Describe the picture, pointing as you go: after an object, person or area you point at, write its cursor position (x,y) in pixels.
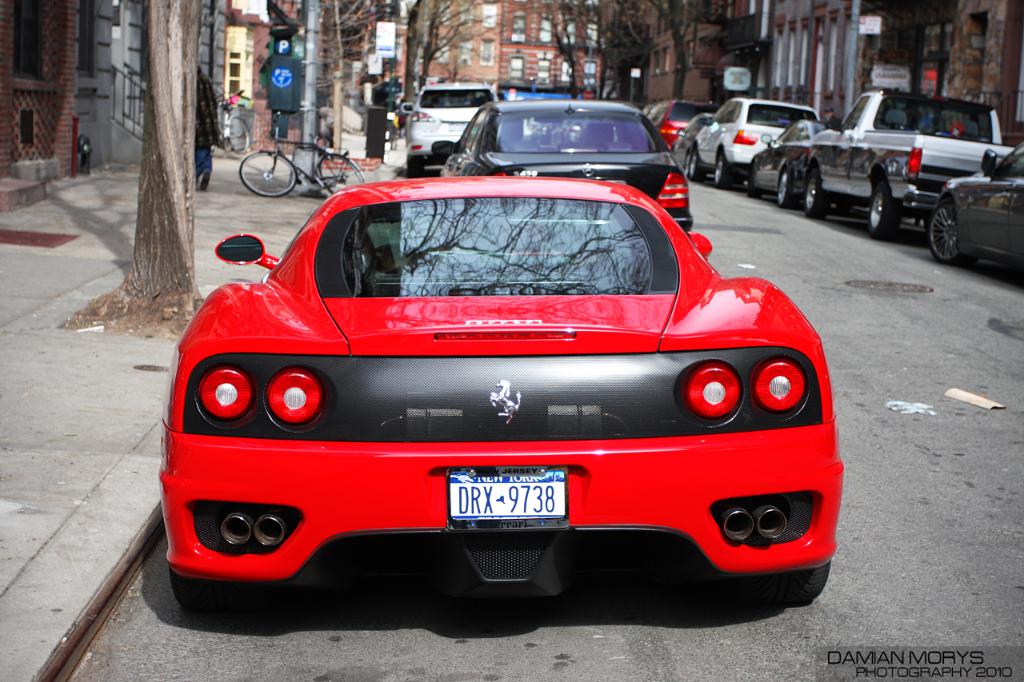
This is an outside view. On the right side (871,217) there are some cars (675,427) on the road (870,506). On the left side (307,56) there are some trees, poles (389,124) and a bicycle (312,164) on the footpath (50,327). On both sides of the road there are many buildings (100,93).
